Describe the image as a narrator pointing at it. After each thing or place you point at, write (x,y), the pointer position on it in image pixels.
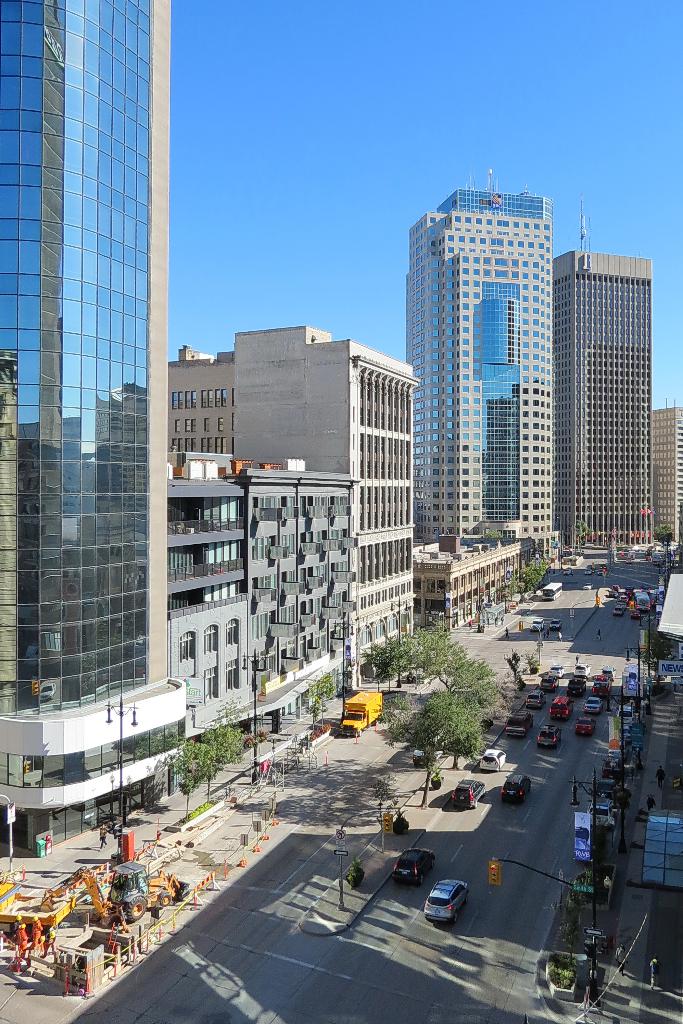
This is the picture of a city (447,610). In this image there are buildings (365,668) and trees (214,742) and poles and there are vehicles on the road (478,843). At the top (365,138) there is sky (438,79). At the bottom (466,779) there is a road (393,890) and there are group of people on the footpath (8,867).
